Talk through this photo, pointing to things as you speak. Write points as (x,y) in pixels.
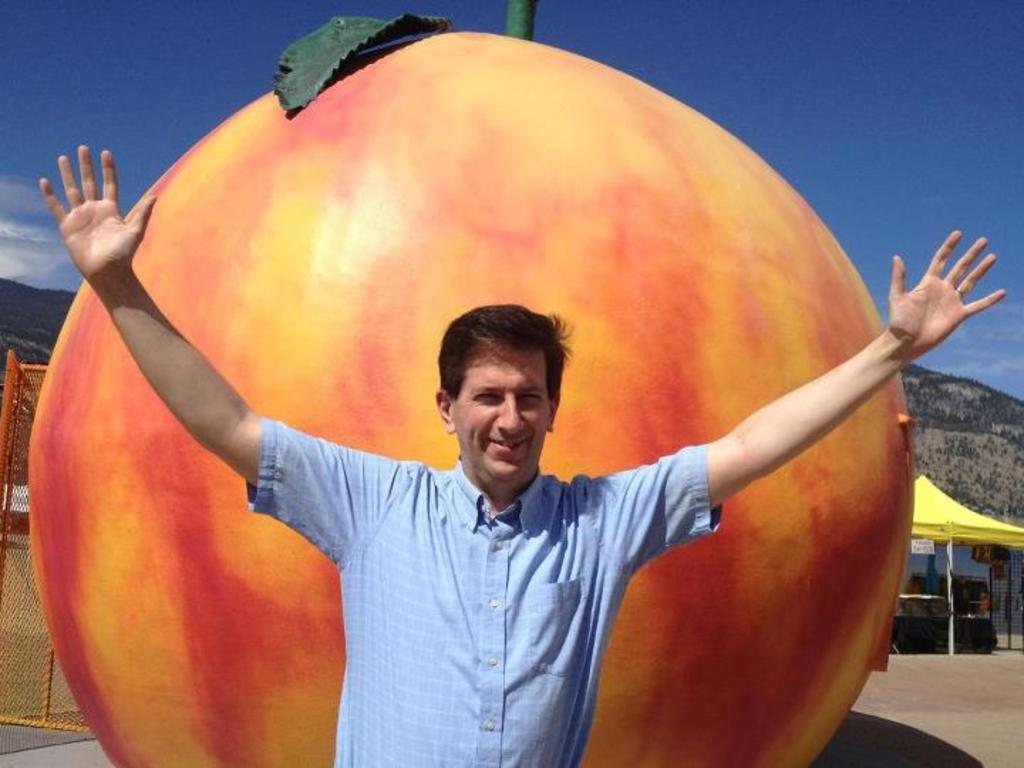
This is the man (428,621) standing and smiling. This looks like a giant artificial fruit (562,192) with a leaf (351,32). On the right side of the image (939,500), I can see a canopy tent (967,522), which is yellow in color. I can see few objects (941,591) under the tent (956,531). This looks like a hill (975,460) with the trees (982,410). This is the sky (811,83).
